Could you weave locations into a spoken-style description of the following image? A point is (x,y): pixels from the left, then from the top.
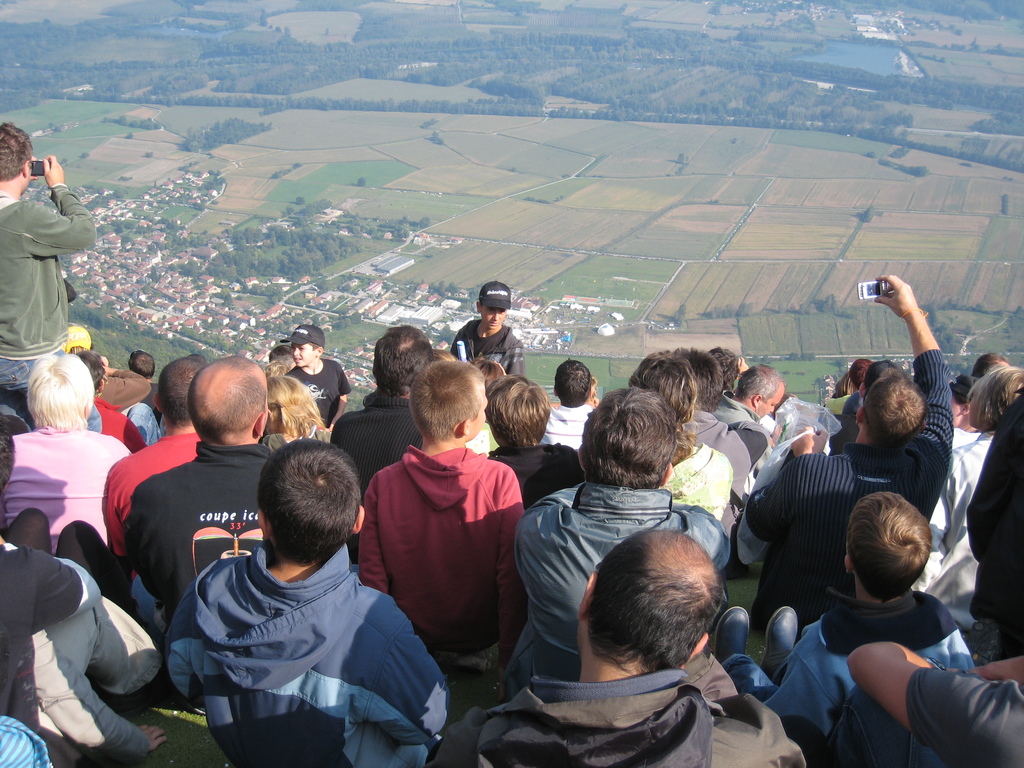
In this image there we can see there are most of the people (962,707) are sitting, and some of them are taking picture.
